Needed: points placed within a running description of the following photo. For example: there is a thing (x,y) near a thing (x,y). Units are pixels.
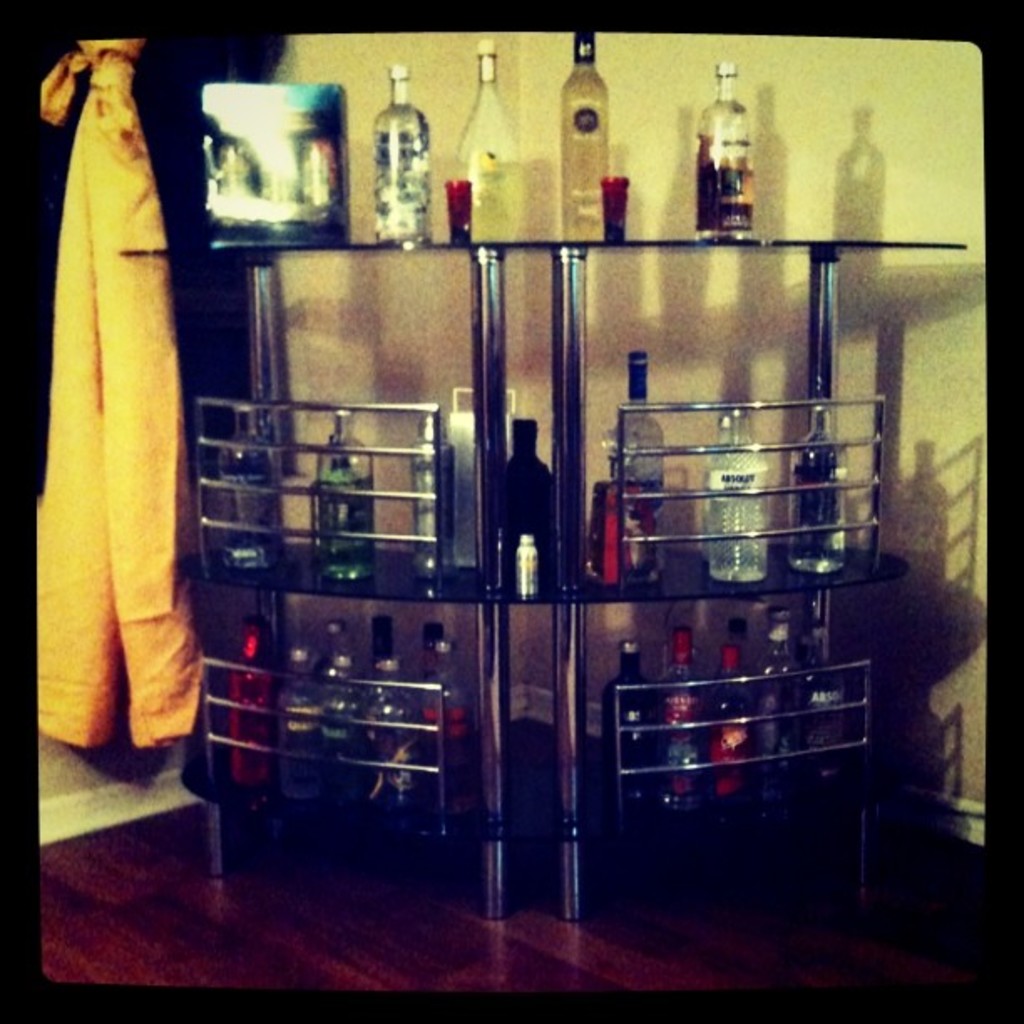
In this picture I can observe some wine bottles (258,717) placed in the racks (678,452). On left side (147,412) I can observe yellow color cloth (80,576). In the background (306,360) there is a wall (857,238).
